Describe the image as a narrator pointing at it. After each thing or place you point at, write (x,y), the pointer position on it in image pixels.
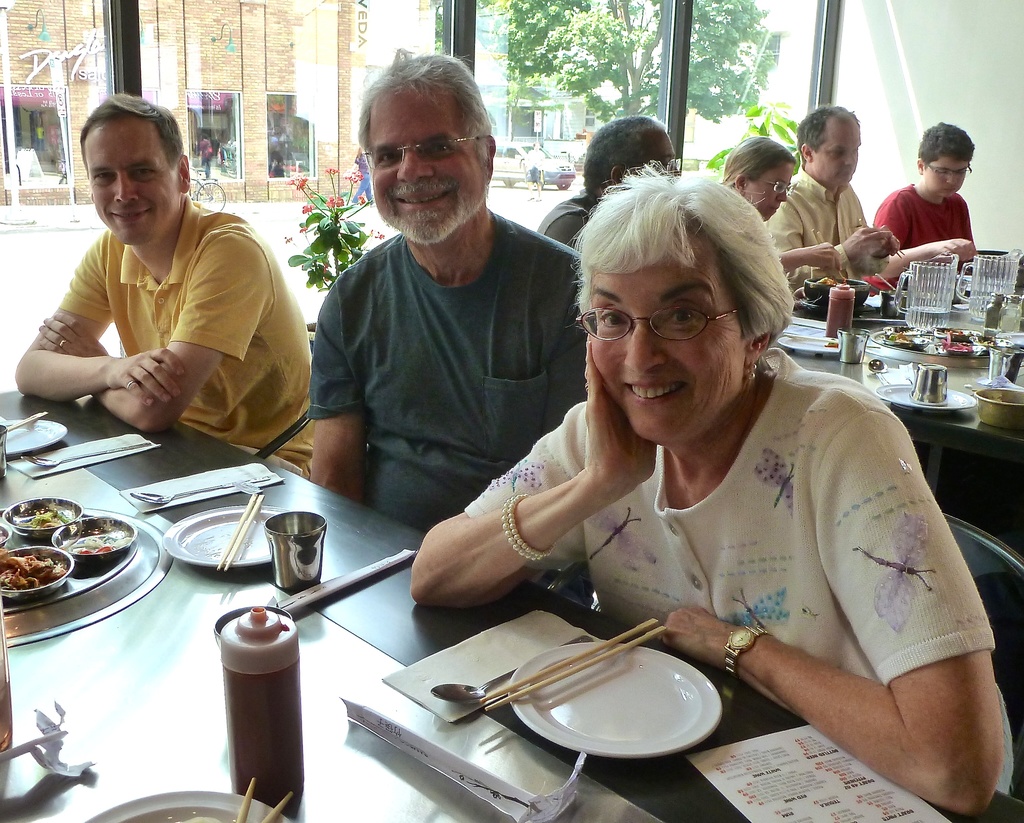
There are people (793,449) sitting on chairs (303,426) and we can see plates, sticks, food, jars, glasses (934,369), spoons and objects (261,673) on tables (944,812). In the background (308,104) we can see glass (354,113), through this glass (798,18) we can see people (362,170), wall (347,28), tree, plants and vehicles (507,166).
